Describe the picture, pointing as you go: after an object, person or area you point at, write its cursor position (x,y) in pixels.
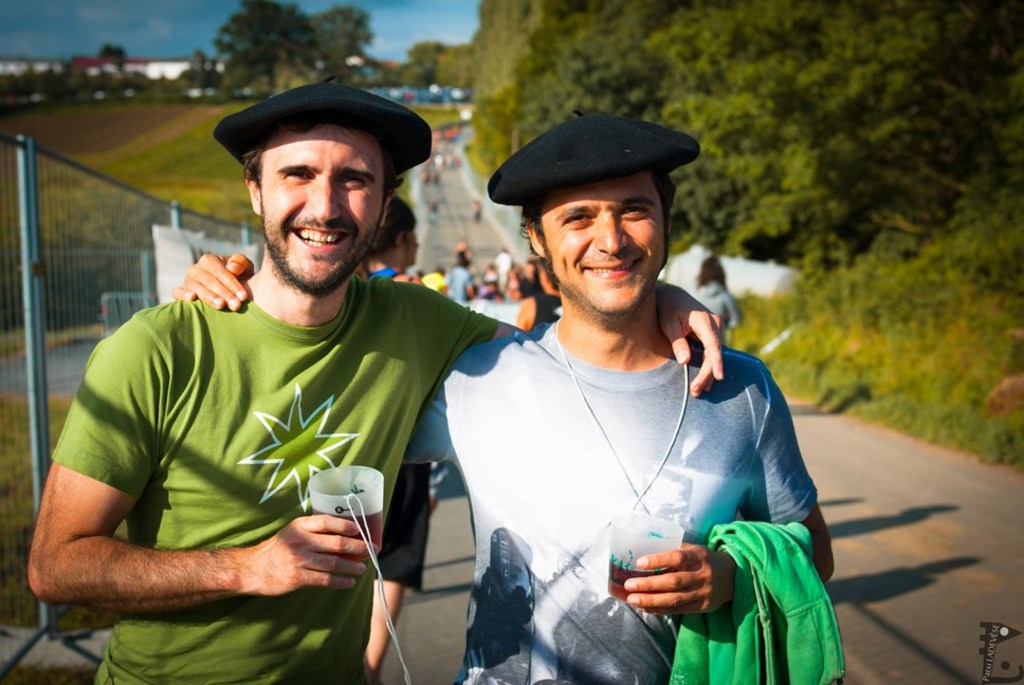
Here we can see two men (217,426). They are holding glasses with their hands (714,604) and they are smiling. This is a road (903,559) and there is fence (102,255). In the background (388,233) we can see group of people (501,289), plants (814,273), trees (675,100), houses (373,66), and sky (176,30).
